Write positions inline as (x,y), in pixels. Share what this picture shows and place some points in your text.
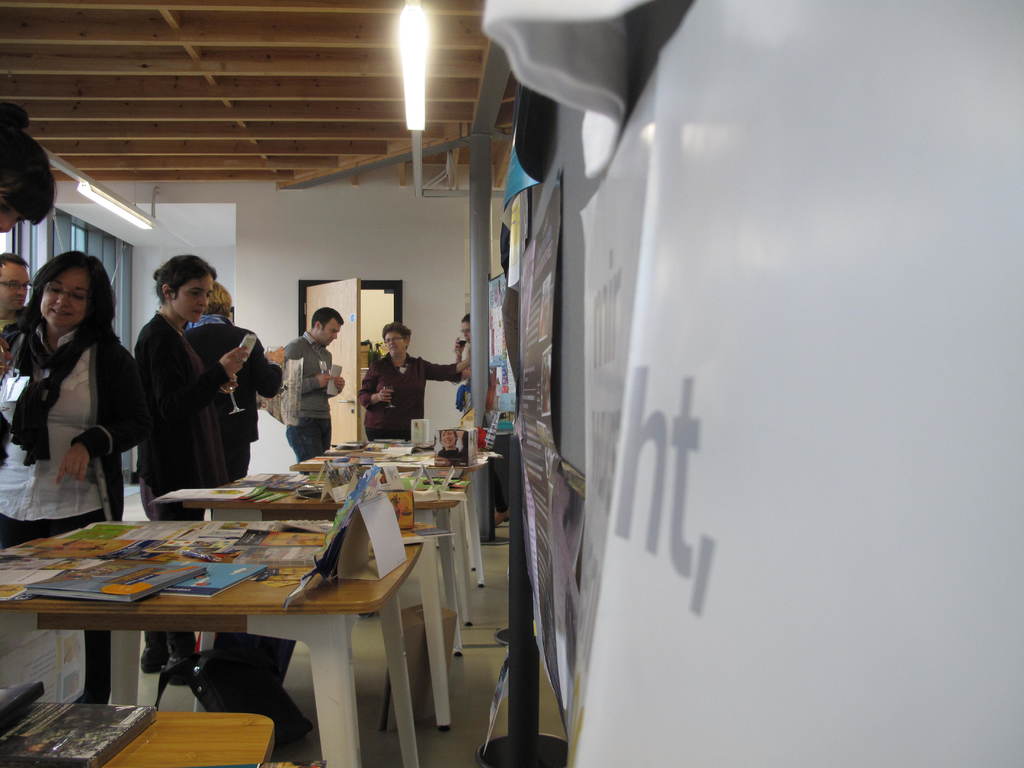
There are many people (161,340) standing in this room (253,378). There are many tables (211,607). On the table (289,501) there are many books (373,459). In the background (333,230) there is a wall (285,234) and door (346,294). In the left side (74,247) there is a window (110,237). On the ceiling (391,82) there is a light (403,66). On the right side (709,393) there are banners (644,503) on the wall (602,410).
